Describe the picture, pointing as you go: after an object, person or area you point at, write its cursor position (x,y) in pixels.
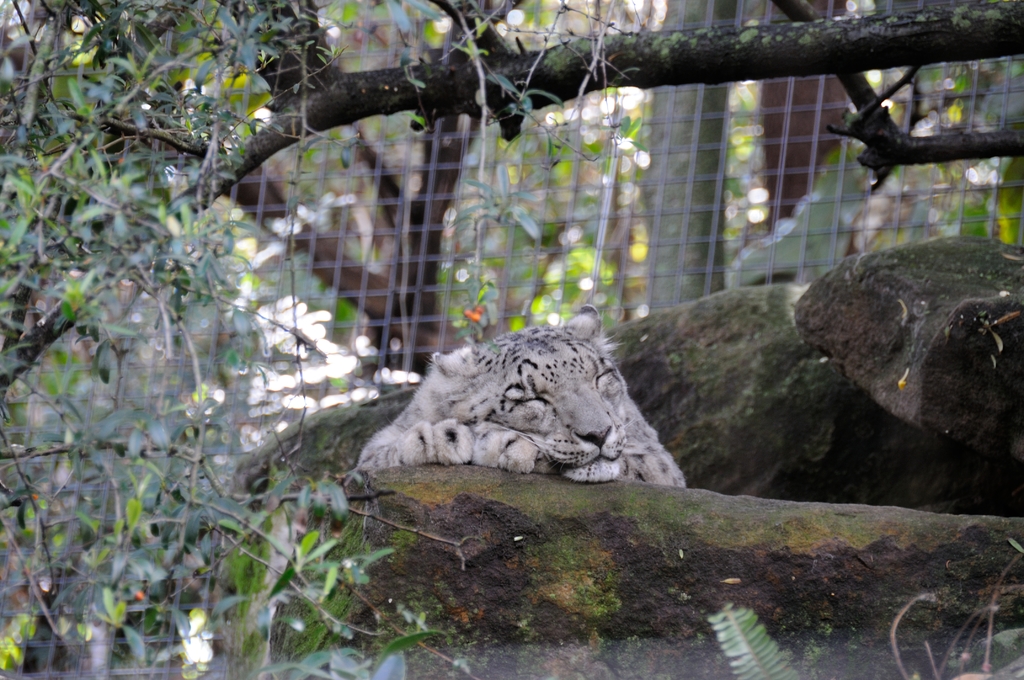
A snow leopard (546,433) is sleeping, these are trees (368,230) and a rock (635,598).
